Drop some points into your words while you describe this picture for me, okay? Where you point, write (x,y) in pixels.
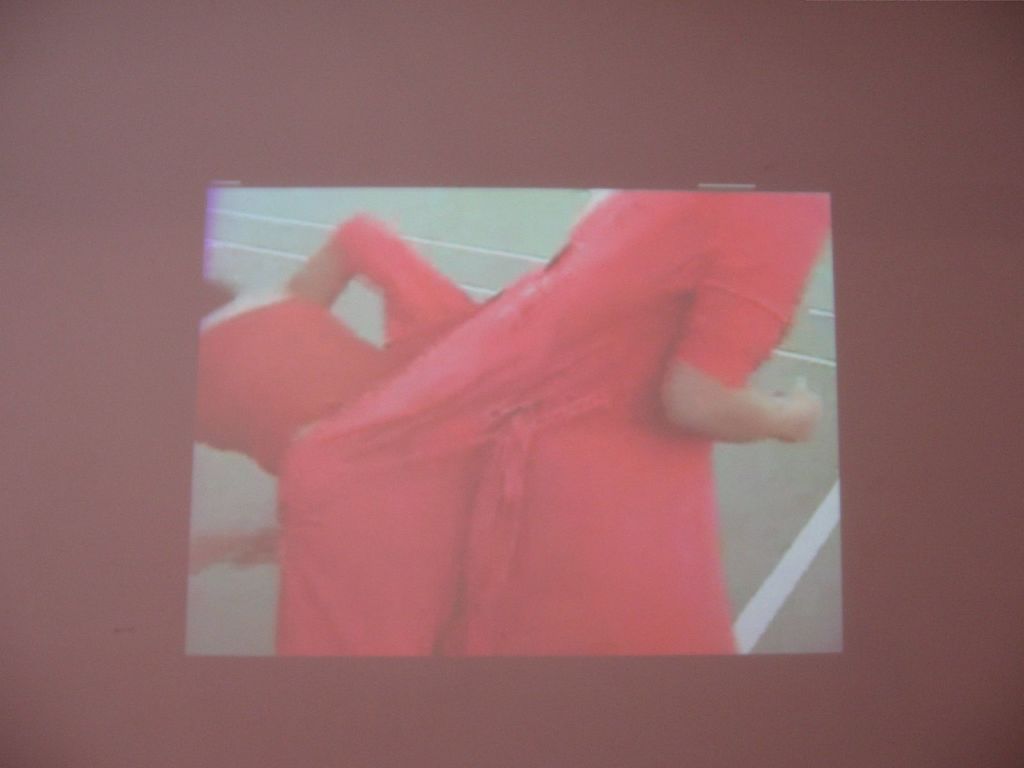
In the middle of this image (584,266) there is a screen (364,383). On the screen (482,414), I can see two persons (453,418) standing on the ground (772,526). The background (955,433) is in pinkish brown color.
